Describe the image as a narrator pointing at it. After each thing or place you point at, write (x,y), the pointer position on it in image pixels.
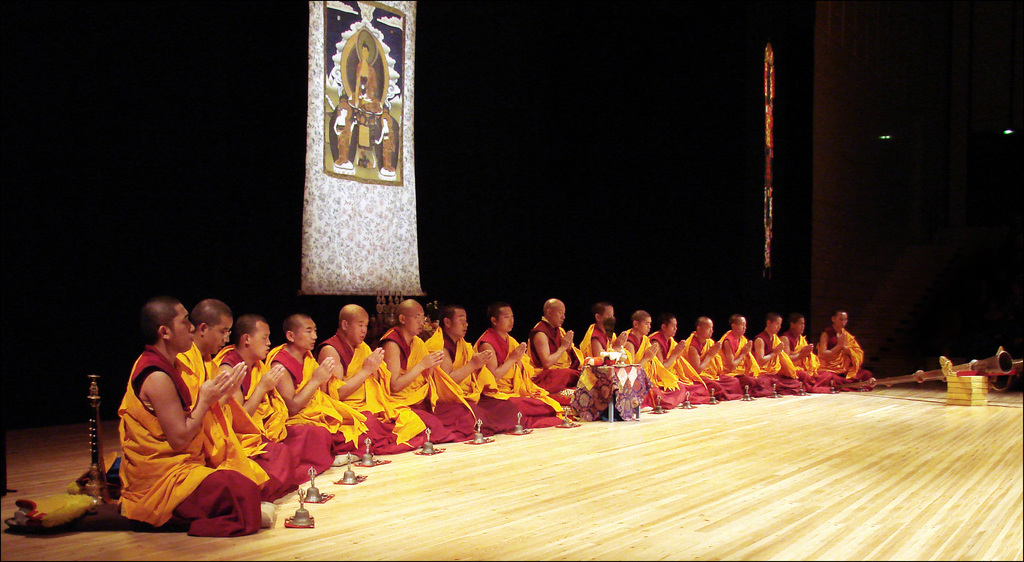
In this image we can see a few people (205,454) sitting and doing prayer, in front of them, we can see some bells (564,408) and clothes (641,391), also we can see a stool (618,398) with some objects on it, in the background (250,192) we can see the wall (30,246) with a poster (335,184) on it.
